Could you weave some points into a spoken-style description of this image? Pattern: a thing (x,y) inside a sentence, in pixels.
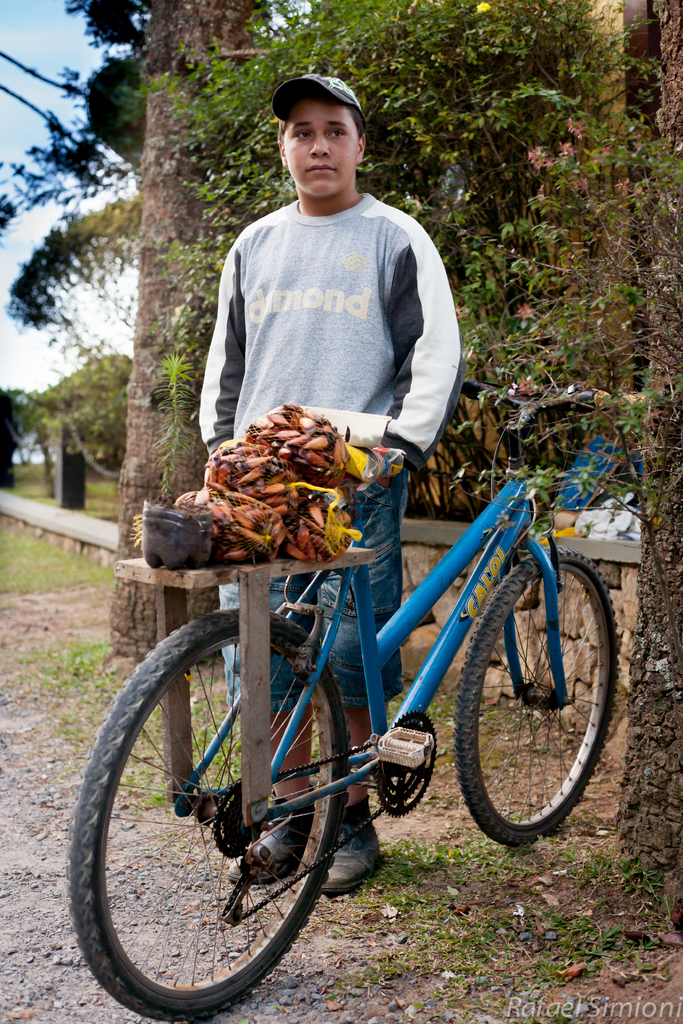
In this picture we can see one person (361,724) standing beside the bicycle (379,731) on it some objects (283,509) are placed, back side we can see some trees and grass (398,698).
